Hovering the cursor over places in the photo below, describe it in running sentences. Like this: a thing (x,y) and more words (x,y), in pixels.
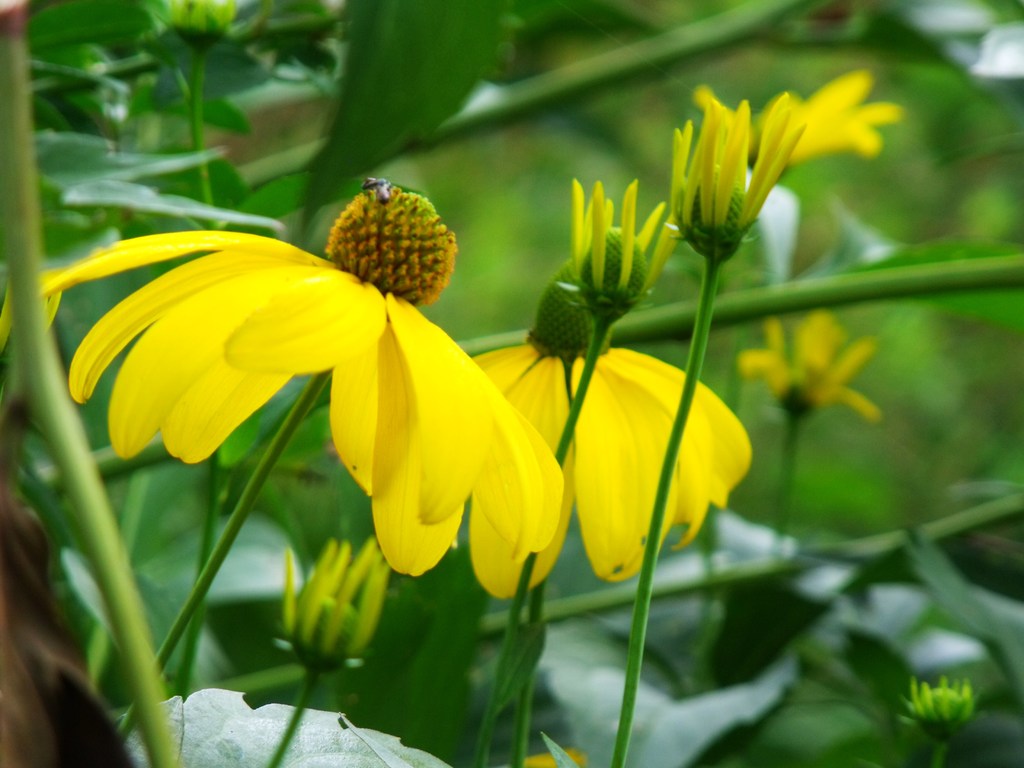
There are some yellow color flowers (495,415) with stems (79,511) in the middle of this image (479,434).
